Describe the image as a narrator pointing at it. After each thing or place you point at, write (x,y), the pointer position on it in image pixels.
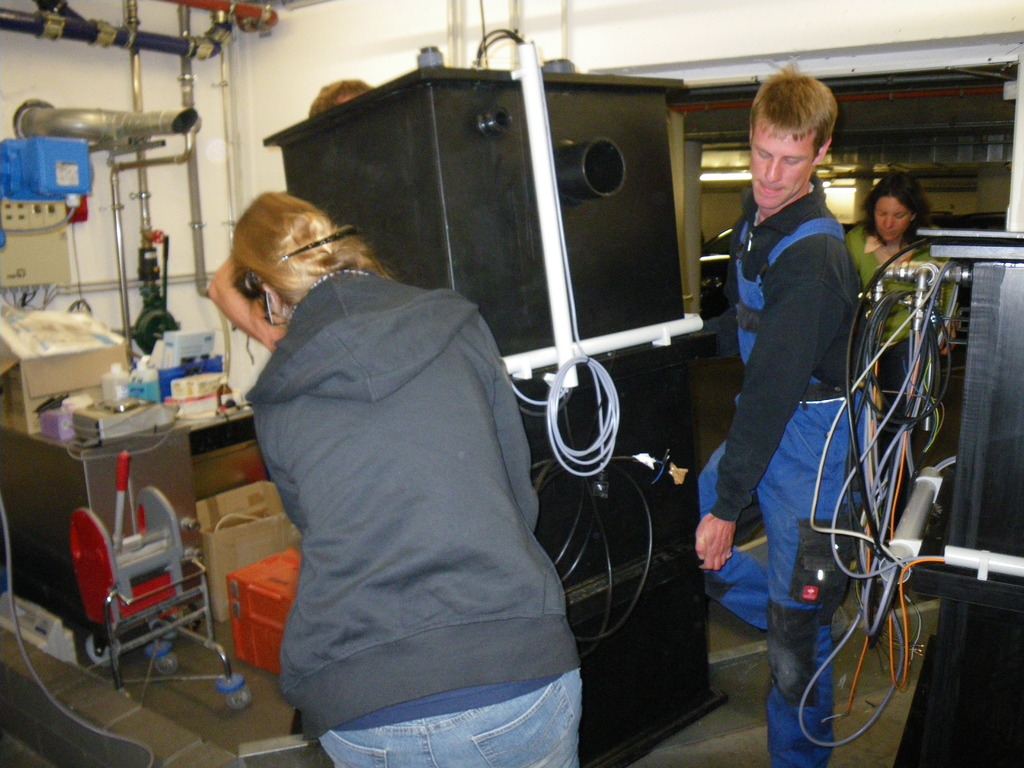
This picture shows a man (763,92) and woman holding a large box (552,526) and we see couple of women (901,242) standing and we see few boxes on the table (105,443) and few boxes (230,558) on the floor (212,654).
